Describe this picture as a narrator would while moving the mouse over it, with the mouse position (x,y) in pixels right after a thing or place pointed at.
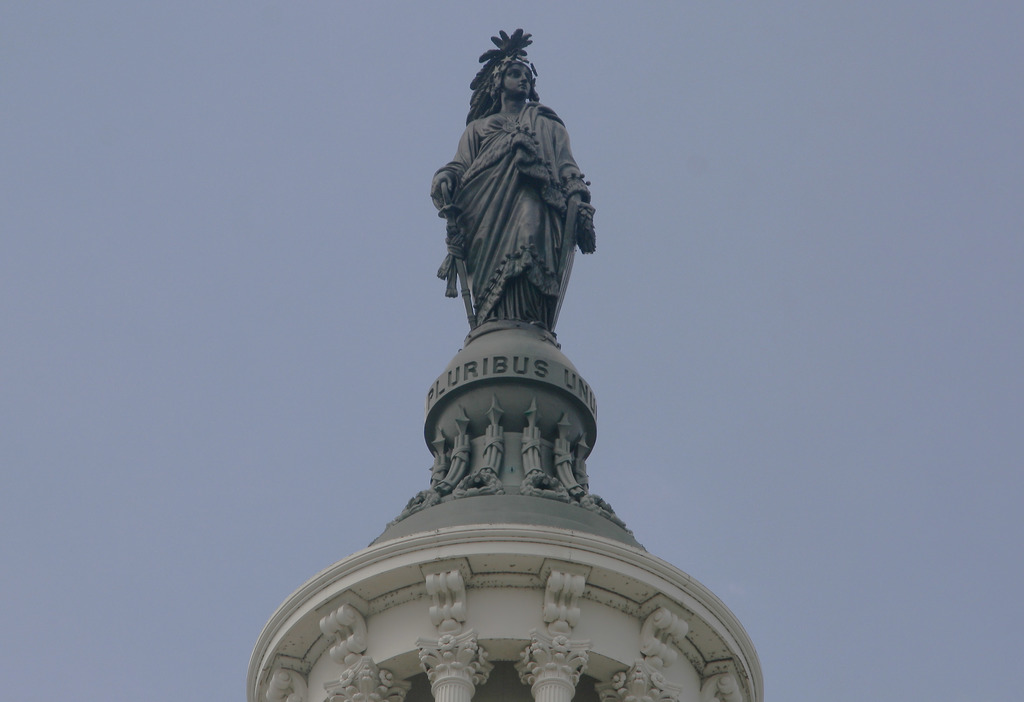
In this image we can see a statue (514,431) and the sky (711,333) in the background (432,175).
